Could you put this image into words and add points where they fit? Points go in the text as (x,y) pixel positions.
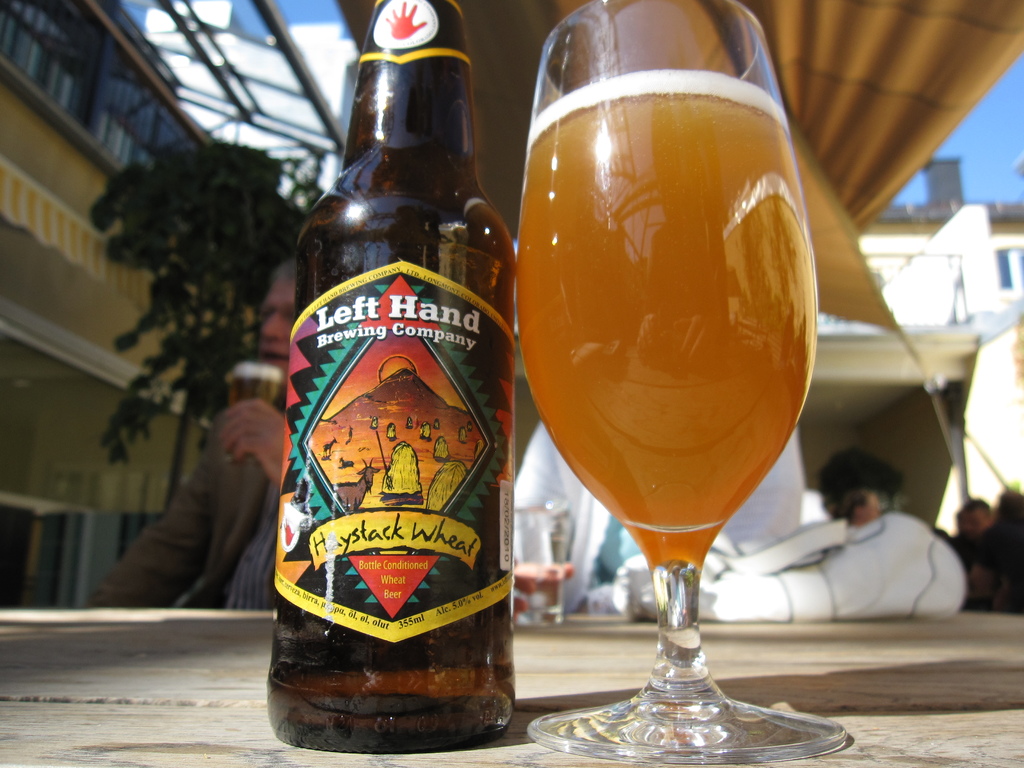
In this picture I can see a beer bottle (339,490) and a glass of beer (771,398), on the table (1008,753), there are few people (1023,578) in which two persons (757,515) are holding glasses (244,389), and in the background (33,298) there is a building (910,250), tree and there is the sky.
